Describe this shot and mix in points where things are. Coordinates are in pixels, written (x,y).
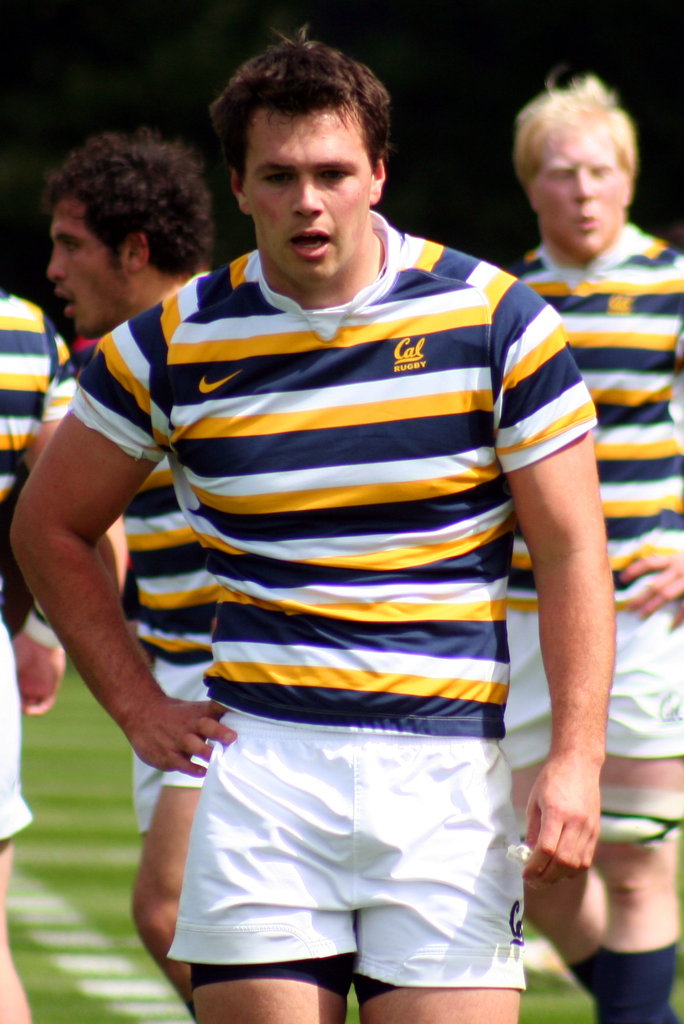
In this image there are persons (379,562) walking, there's grass (89,880) on the ground (112,888).
